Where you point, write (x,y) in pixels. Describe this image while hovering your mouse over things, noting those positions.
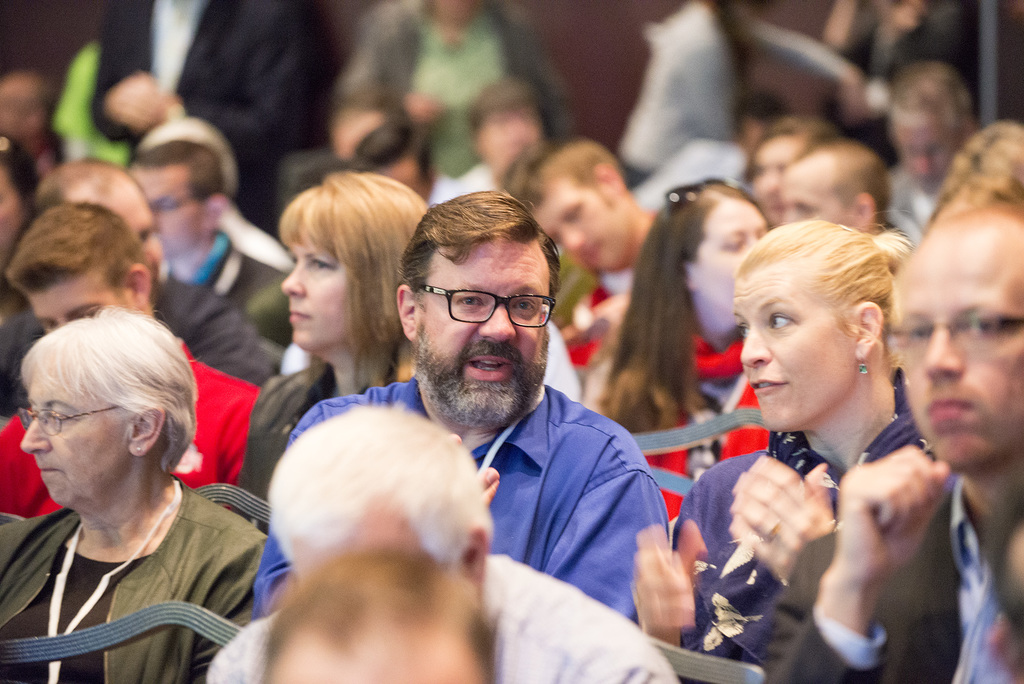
In front of the image there are people (648,281) sitting on the chairs (53,653). Behind them there are a few people (902,56) standing. In the background of the image (594,79) there is a wall (577,42).
